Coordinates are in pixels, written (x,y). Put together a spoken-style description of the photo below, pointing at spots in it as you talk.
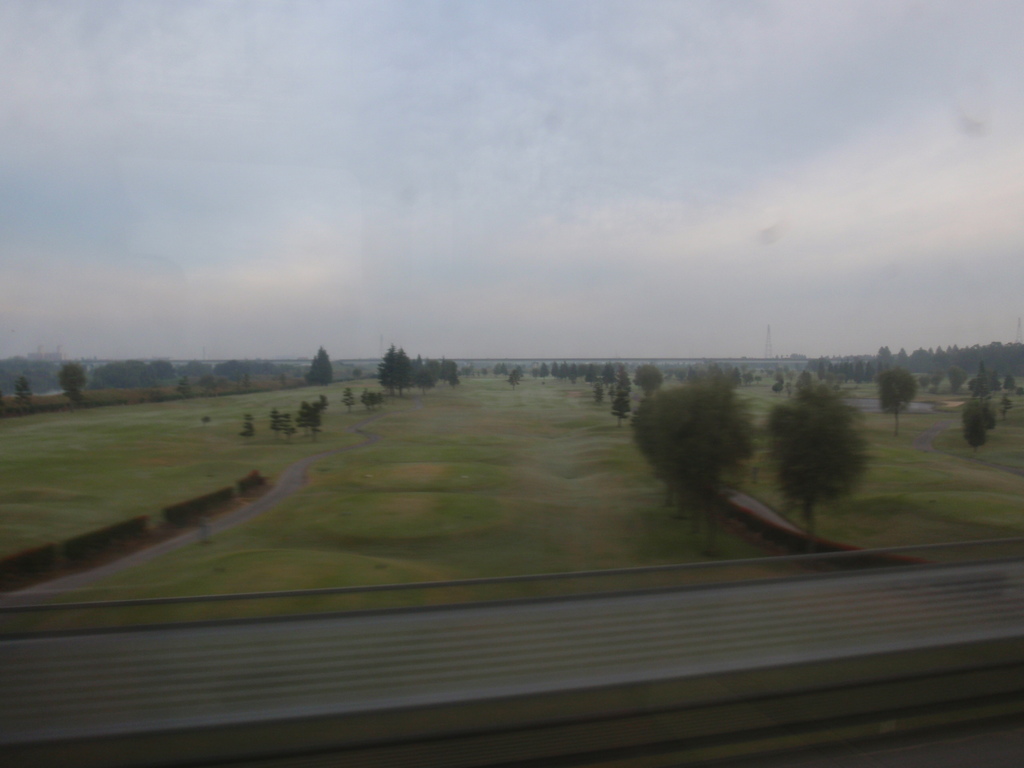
This is ground (603,521) and there are trees (691,438). In the background (428,291) we can see sky (680,172).
